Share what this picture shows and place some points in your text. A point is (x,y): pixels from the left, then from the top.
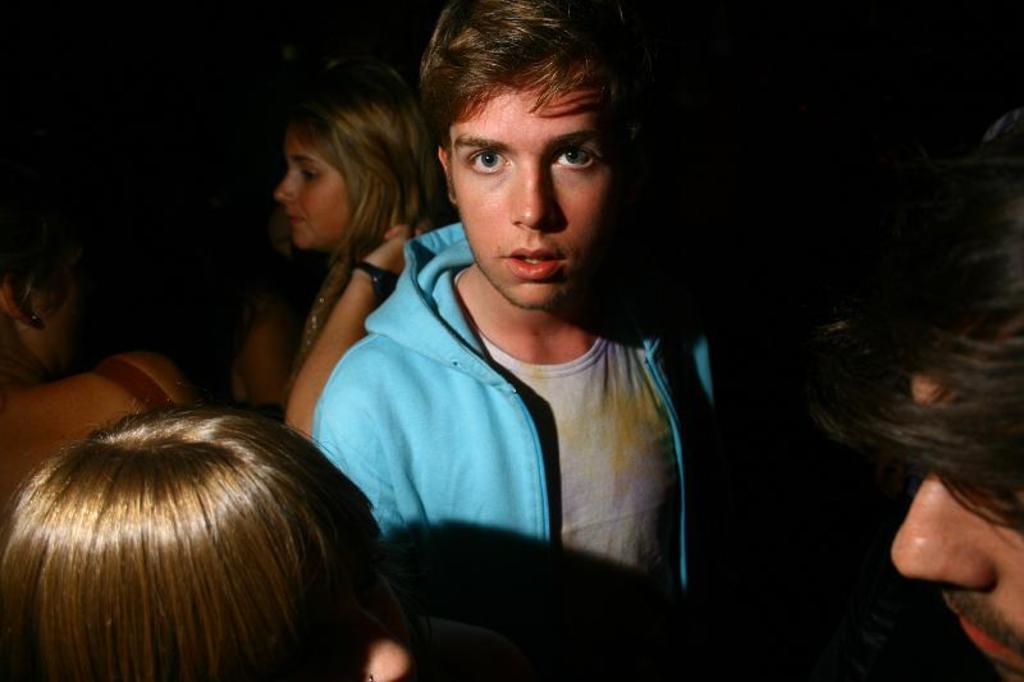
In this picture I can see a group of people (389,408) in the middle (534,354).
